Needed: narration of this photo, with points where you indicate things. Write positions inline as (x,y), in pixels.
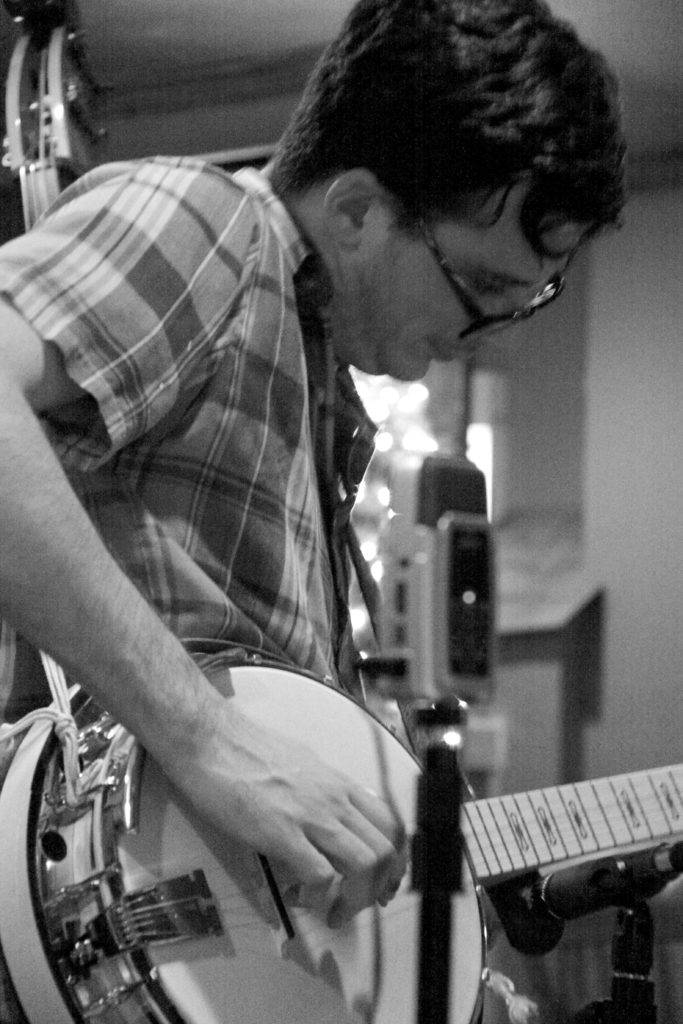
In a given image i can see a person (48,492) holding a musical instrument (357,718).
